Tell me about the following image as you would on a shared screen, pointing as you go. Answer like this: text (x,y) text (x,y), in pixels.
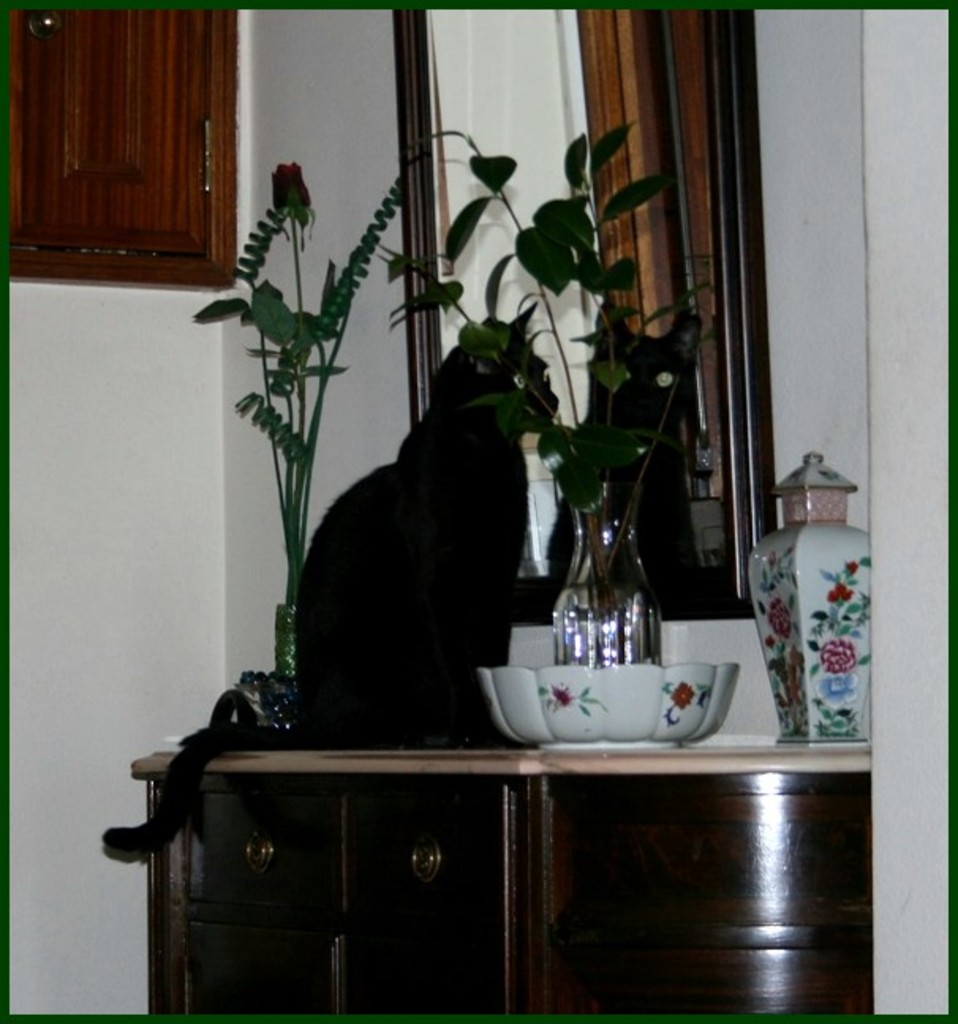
This is a picture taken in a room (82,316), this is a table (337,809) on the table (399,753) there are jar (810,615), bowl (509,702) glass bottle (600,538) with plant (575,478) and a black cat (413,559). Behind the cat (421,520) there is a mirror (530,163) and a wall (105,506) and a wooden shelf (82,155).
